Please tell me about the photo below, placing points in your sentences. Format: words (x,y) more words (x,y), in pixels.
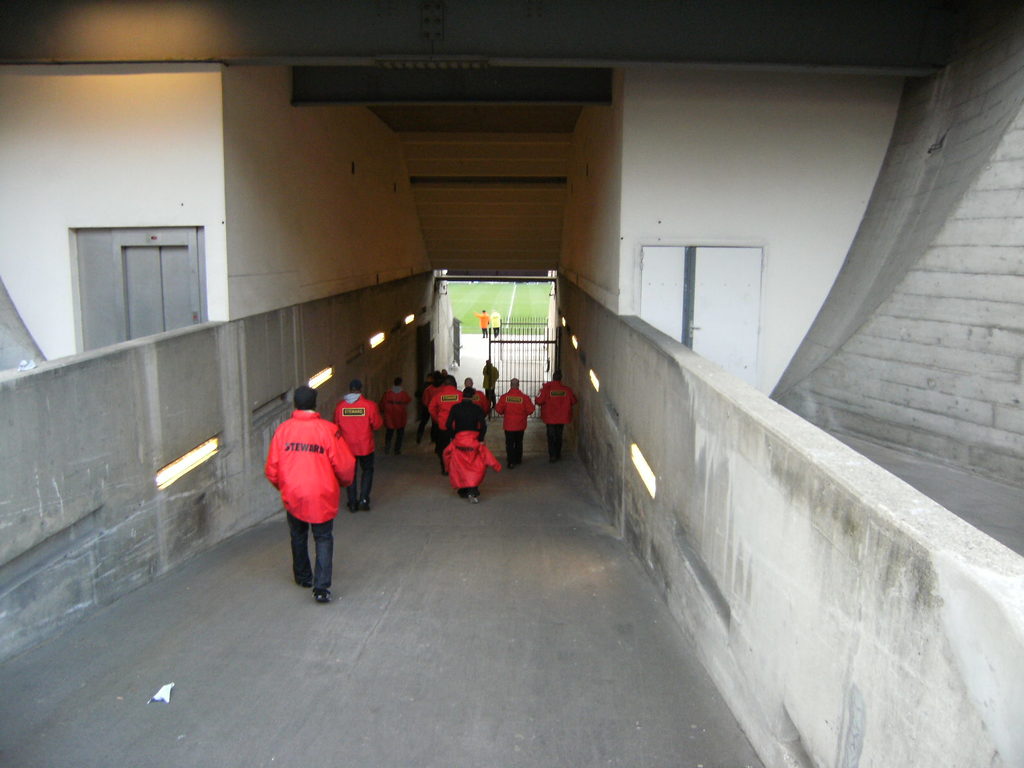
In this image we can see some group of persons (529,411) wearing similar color jackets (523,416), walking through the walkway (270,640) to the field (475,304) which is seen in the background of the image (505,330) and there is wall (206,259), doors (682,297) on left (215,174) and right side of the image (700,321).
